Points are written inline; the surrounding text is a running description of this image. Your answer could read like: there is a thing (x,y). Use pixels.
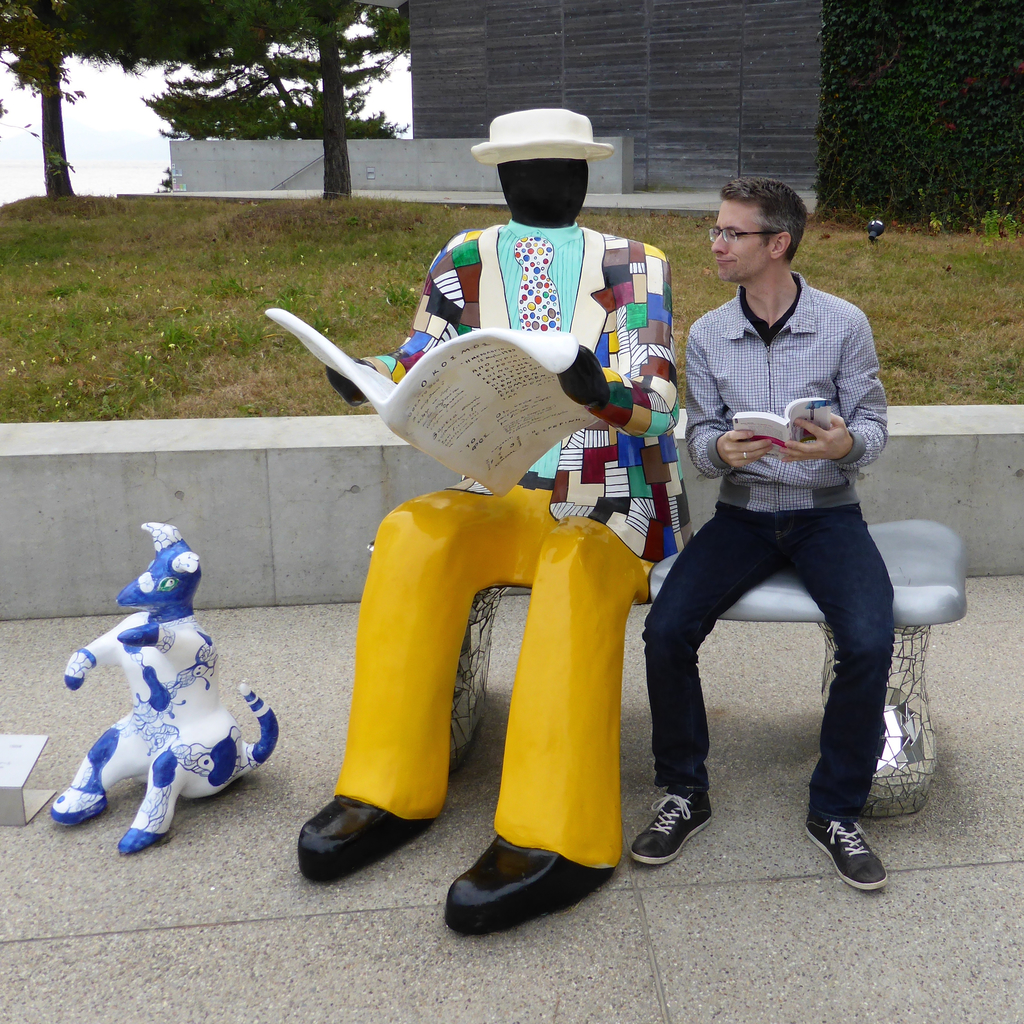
In this image there is a statue (537,422) of a person (531,573) holding book (490,458) and sat on the bench (524,592), beside the statue (632,428) there is a person (798,445) holding book (778,439) and looking to the statue (550,451). On the left side of the image (159,736) there is a toy (179,727) placed on the ground (224,809), behind them there is a grass (227,259), trees (274,65) and a building (718,68).
